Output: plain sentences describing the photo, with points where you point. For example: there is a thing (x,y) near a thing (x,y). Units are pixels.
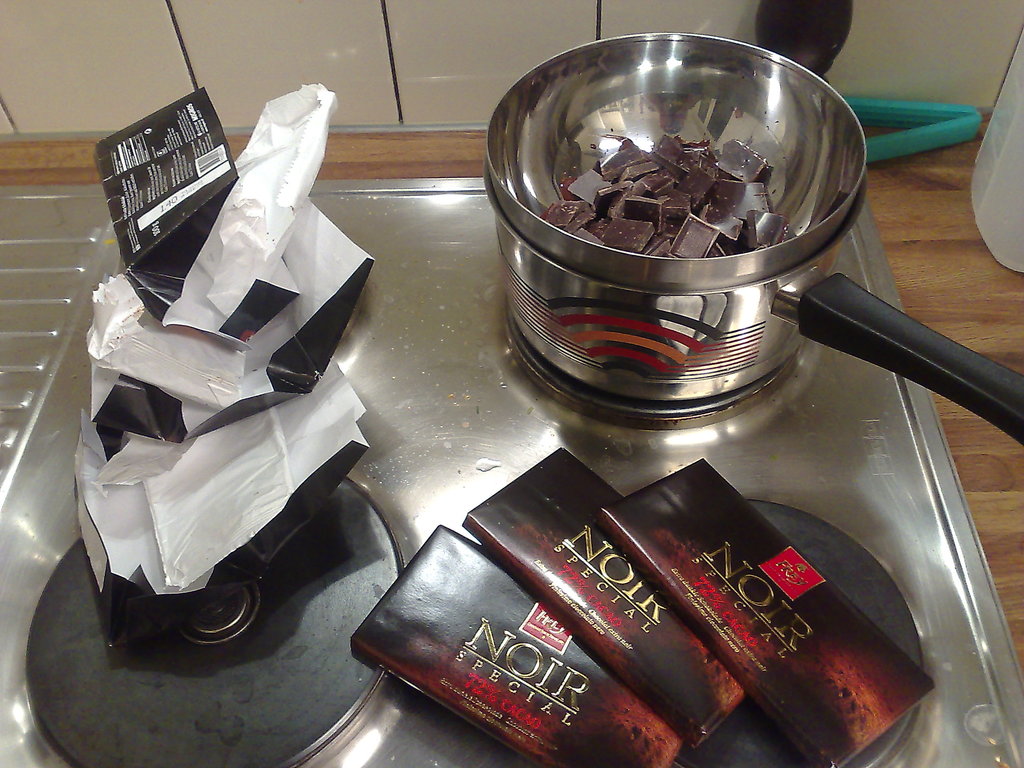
In this image we can see one stove (294,627) on the table (955,290), one white bottle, two objects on the table (931,226) near the wall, one pan (737,377) with a bowl (729,263) on the stove (756,394), some chocolates (748,233) on the bowl (694,274), three chocolates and some chocolate covers (355,266) on the stove (295,701).
